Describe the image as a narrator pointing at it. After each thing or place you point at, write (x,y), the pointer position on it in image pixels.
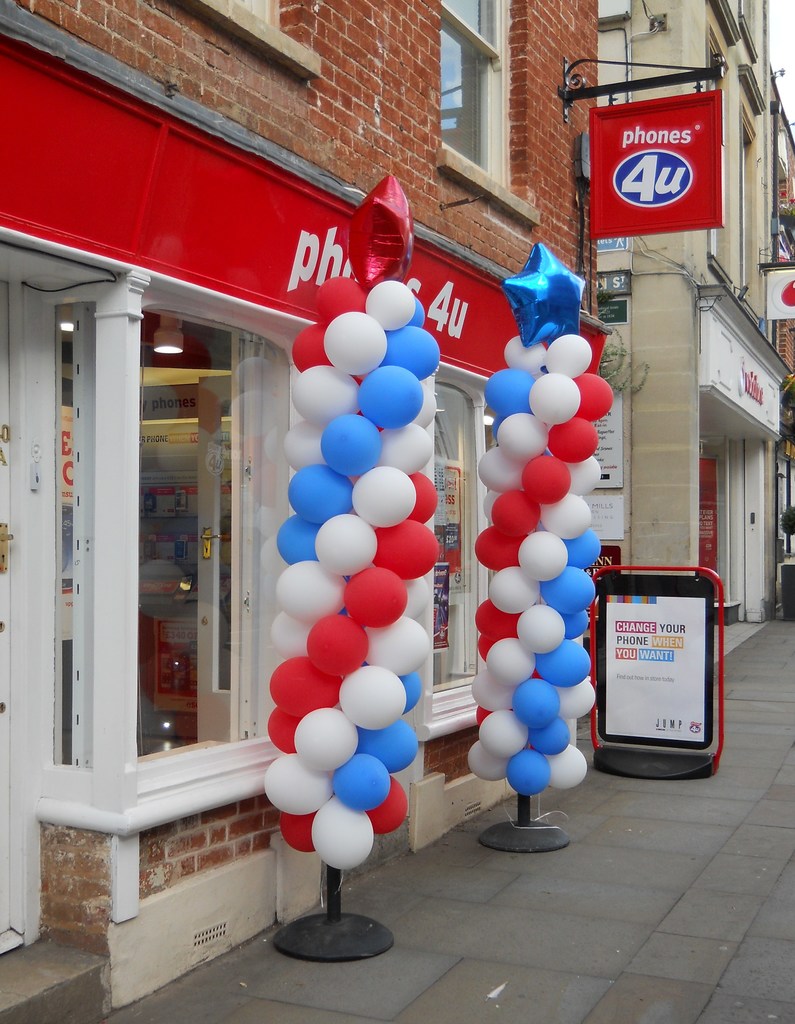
This picture shows few buildings (518,31) and we see an advertisement board (652,690) on the sidewalk (686,856) and a advertisement board (596,116) hanging to the wall (518,93) and few balloons (346,623) to the stand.
